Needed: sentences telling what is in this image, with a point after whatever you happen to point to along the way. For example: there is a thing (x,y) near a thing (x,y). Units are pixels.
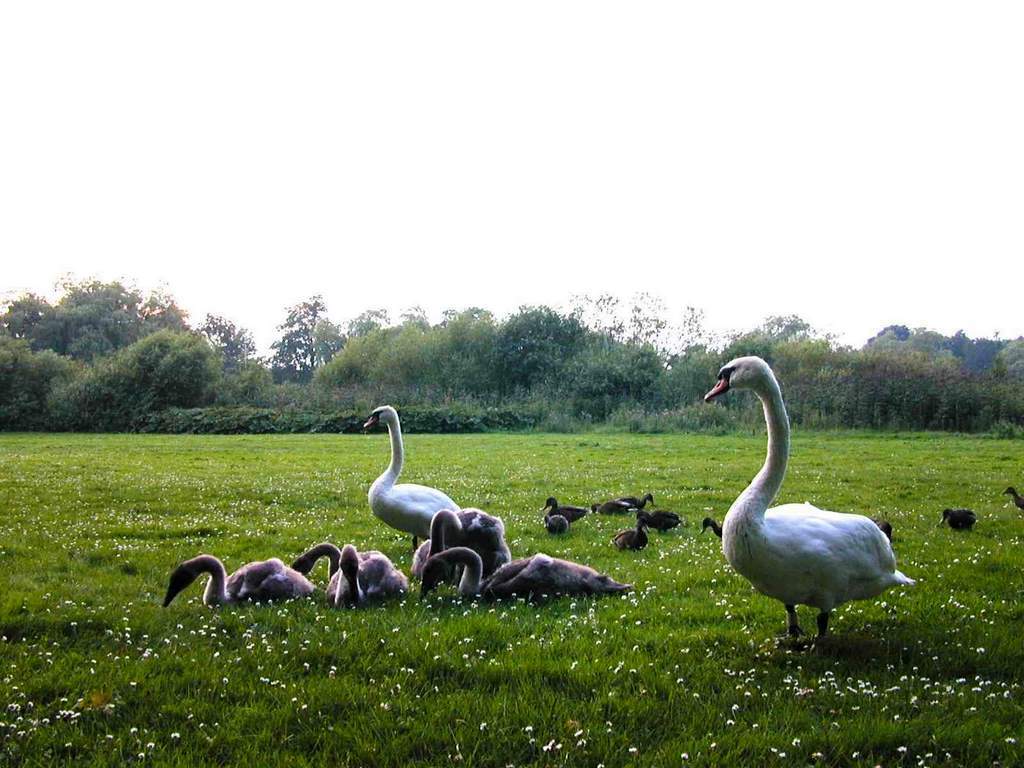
In the picture we can see a grass (512,614) to it, we can see tiny flowers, on the grass surface (980,618), we can see some birds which are black in color and some are white in color and behind it we can see plants (800,359), trees (784,363) and behind it we can see a sky (328,237).
